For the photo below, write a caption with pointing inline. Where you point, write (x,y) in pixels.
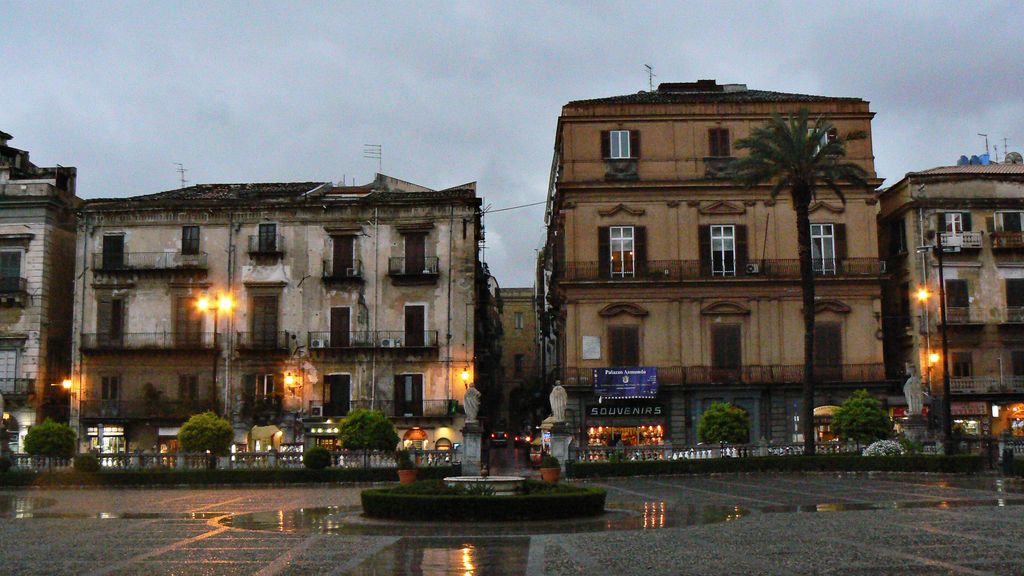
This picture shows few buildings (557,242) and pole lights (941,298) and we see trees (205,439) and water (281,520) on the ground (612,515) and a cloudy sky (464,74) and we see few name boards (637,412).
